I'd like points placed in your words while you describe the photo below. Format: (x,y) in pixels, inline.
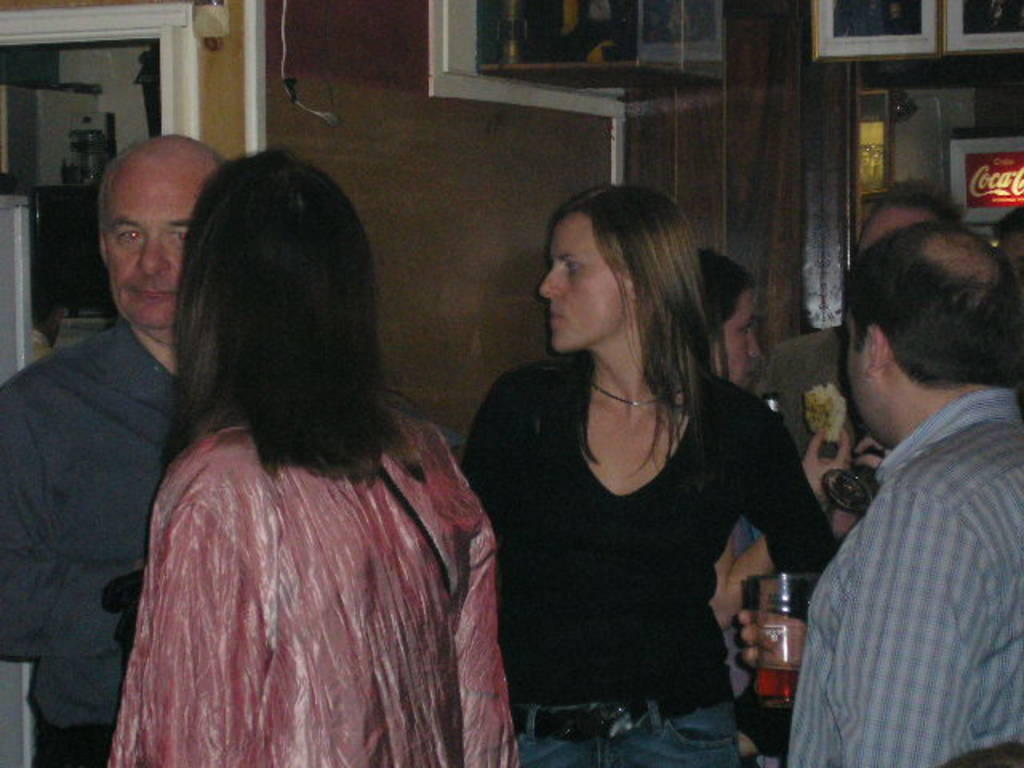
In this picture we can see a person (826,626) holding a glass (784,594) and a woman (677,556) holding food (821,412) in her hand (817,461). There are few frames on the wall (473,115). We can see a refrigerator (21,239) and a mixer grinder (78,147) in the background (91,147).
